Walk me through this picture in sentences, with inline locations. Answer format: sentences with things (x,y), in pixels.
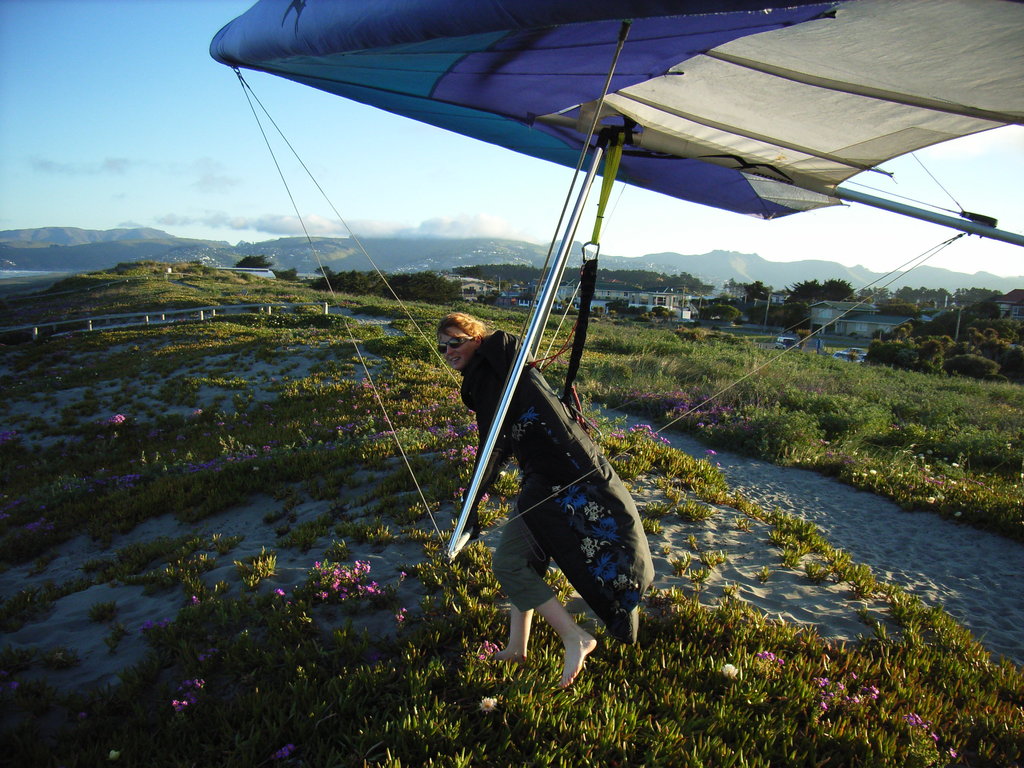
As we can see in the image there is grass (689,640), a person (546,526) holding hang glider (562,134), trees (996,351), buildings (504,292) and hills (142,240). On the top (148,133) there is a sky (147,149).
